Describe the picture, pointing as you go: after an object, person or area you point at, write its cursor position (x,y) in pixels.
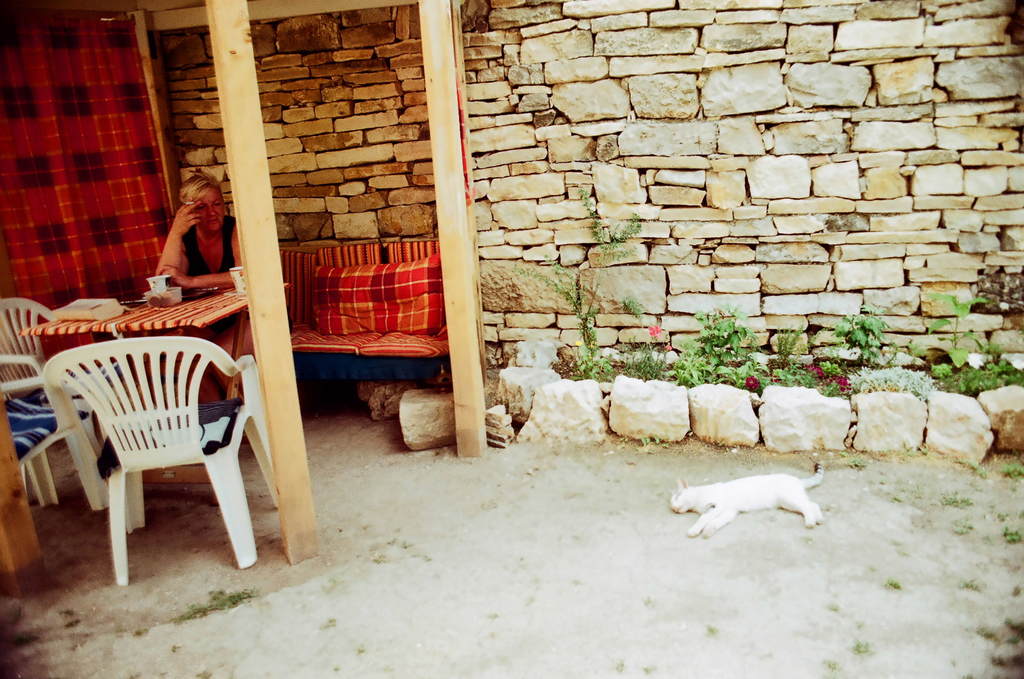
In this image we can see a woman (230,259) sitting on the sofa (306,285), and in front (166,305) here is the table (184,298) and glass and some objects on it, and here are the chairs (103,391), and here is the curtain (48,159), and here is the wall (309,134) built of stones (716,188), and here are the bushes (729,318).
